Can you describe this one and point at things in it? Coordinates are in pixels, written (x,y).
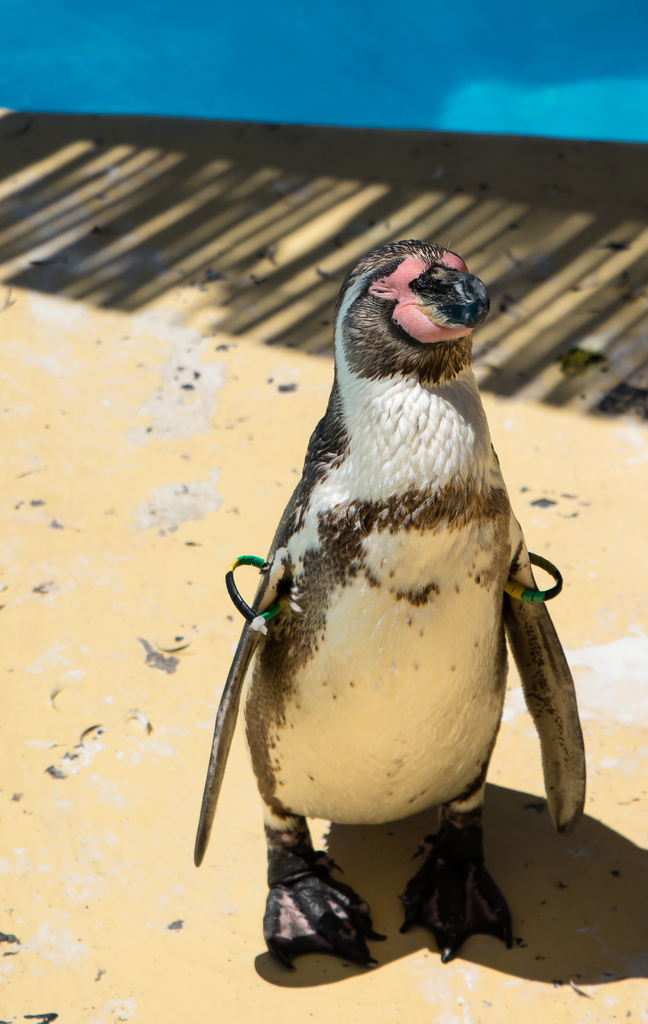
In this picture we can see a penguin (278,685) on a surface (552,497) and in the background (576,72) it is blue color.
